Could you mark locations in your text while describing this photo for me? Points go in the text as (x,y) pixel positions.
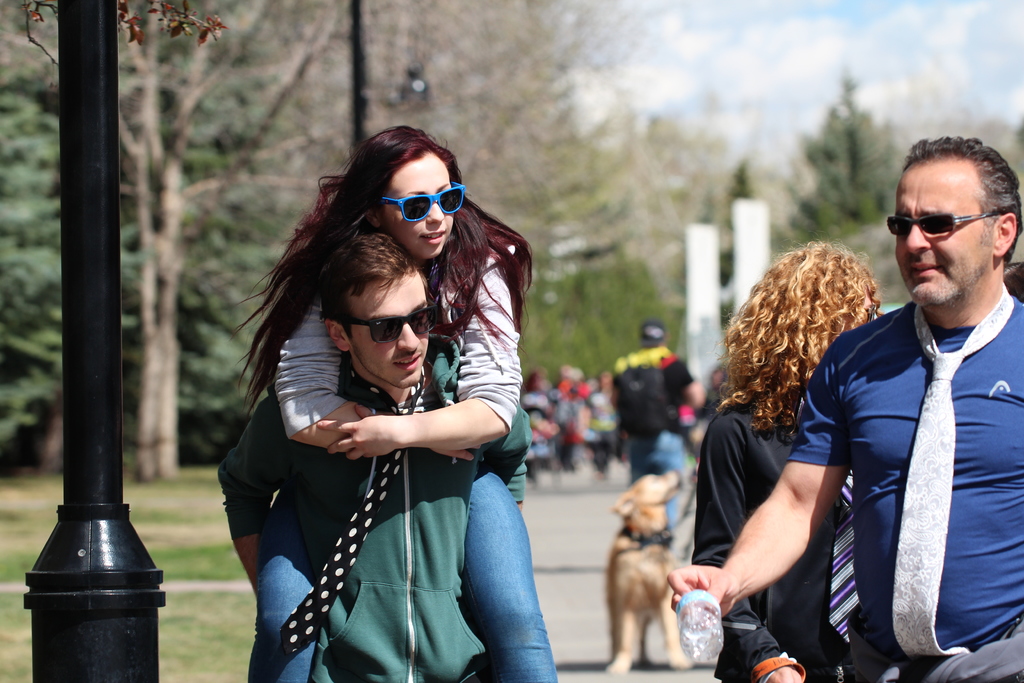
In this image I can see a person (409,515) wearing green colored jacket (403,548) is carrying a woman (486,373) wearing white and blue colored dress (480,380). To the right side (830,475) I can see another person (886,426) wearing blue and white colored dress (906,438) is standing and holding a bottle (711,641). In the background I can see few trees (167,158), few persons (600,426), a dog (643,484) and the sky (792,73).
